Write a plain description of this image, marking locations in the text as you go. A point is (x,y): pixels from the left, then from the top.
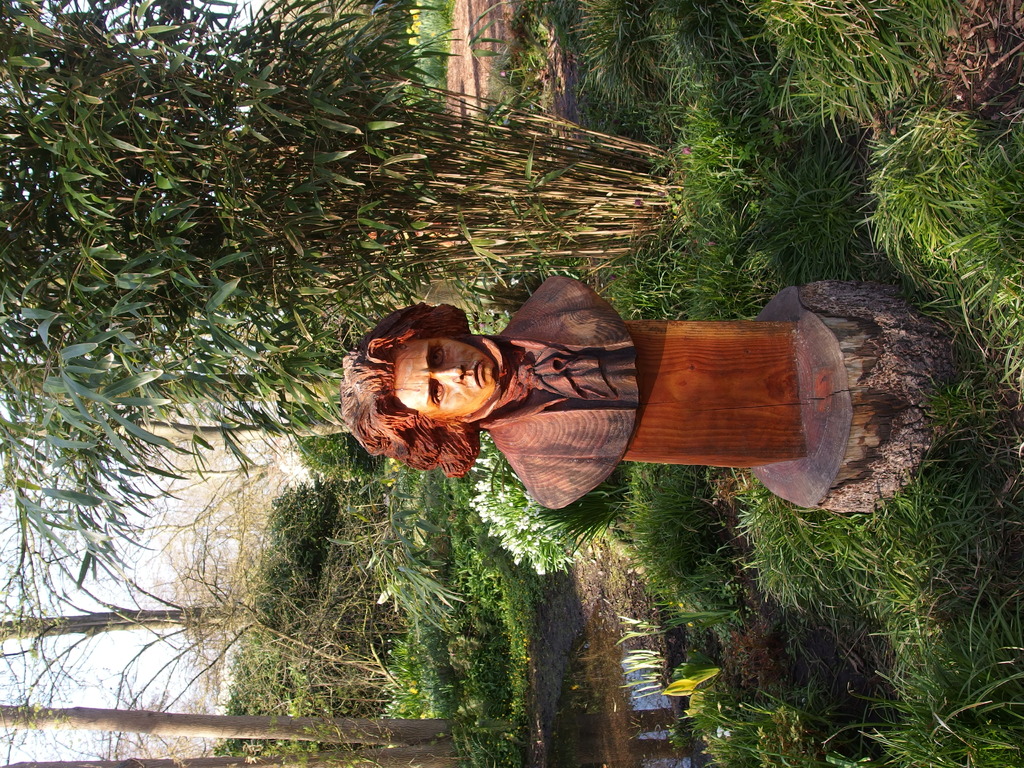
In this image I can see a statue (473,410) of a person (510,433). In the background (168,245) I can see trees (189,266), plants (358,611), the grass (838,730) and the sky (166,542).
